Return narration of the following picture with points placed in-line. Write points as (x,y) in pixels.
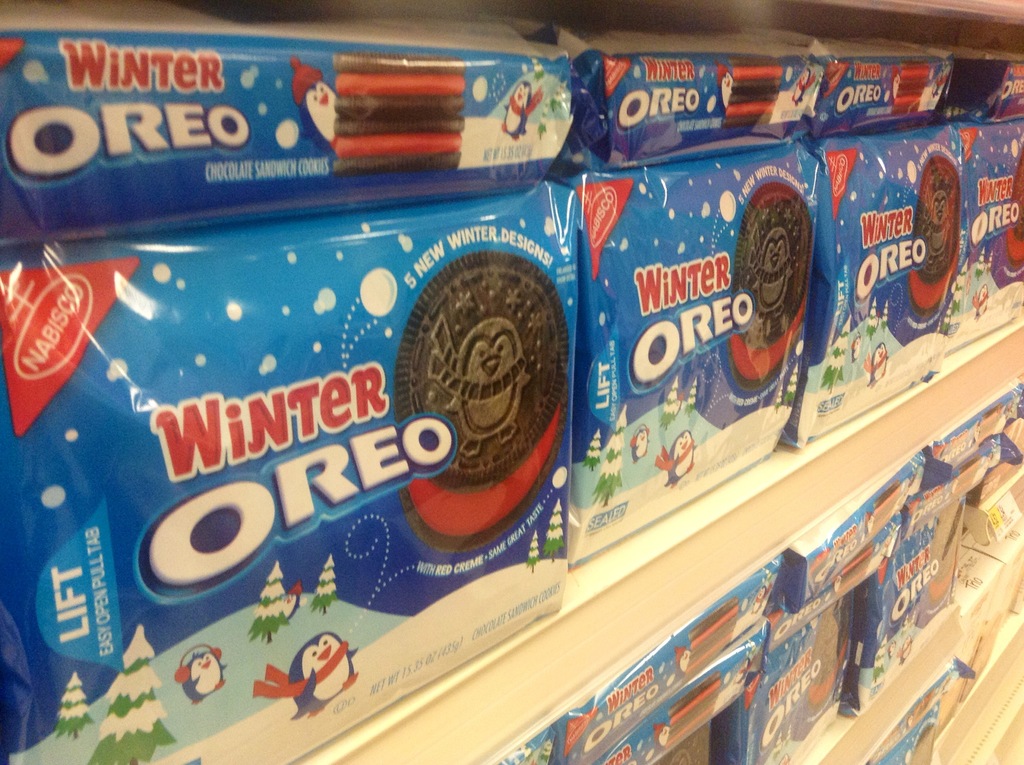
In this image we can see there are racks (693,545), in the racks (637,641) there are biscuit packets (579,311) with a label (344,360) and text (592,731) written on it.
